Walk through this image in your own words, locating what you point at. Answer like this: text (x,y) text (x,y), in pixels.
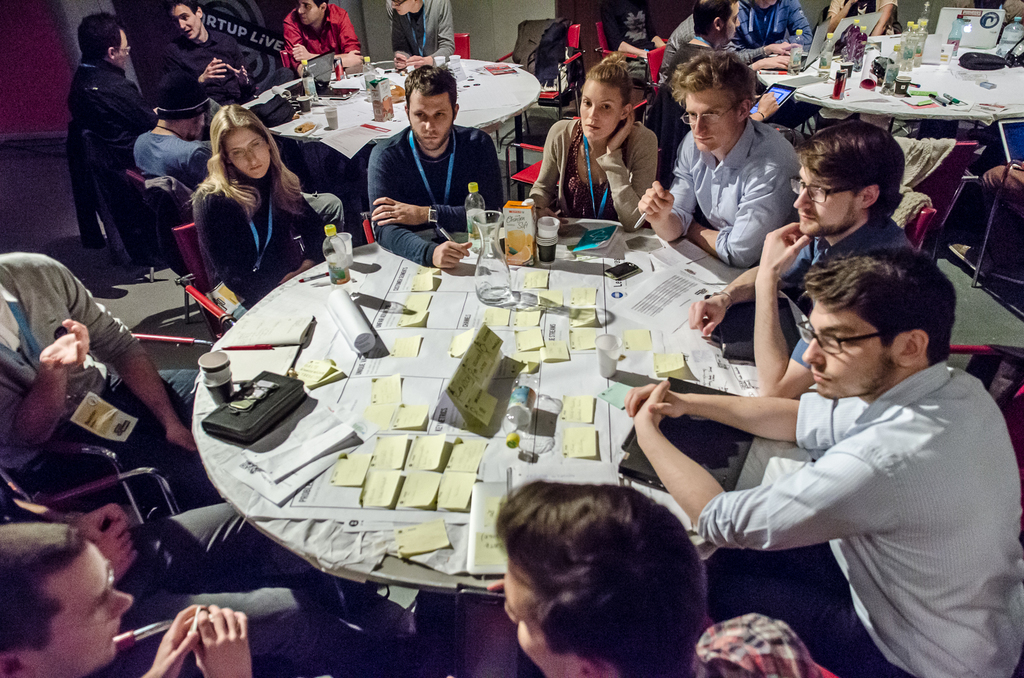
In this picture we can see a group of people (578,161) sitting on chair (145,471) and in front of them on table (202,418) we have papers (412,371), purse (285,390), glasses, bottle (478,201), jar (485,243), box (512,252), mobile (626,264), book (589,234) and in background (510,84) we can see some more persons (222,70) and tables (494,63), wall (56,49), jackets (557,60) on chair (542,38).
